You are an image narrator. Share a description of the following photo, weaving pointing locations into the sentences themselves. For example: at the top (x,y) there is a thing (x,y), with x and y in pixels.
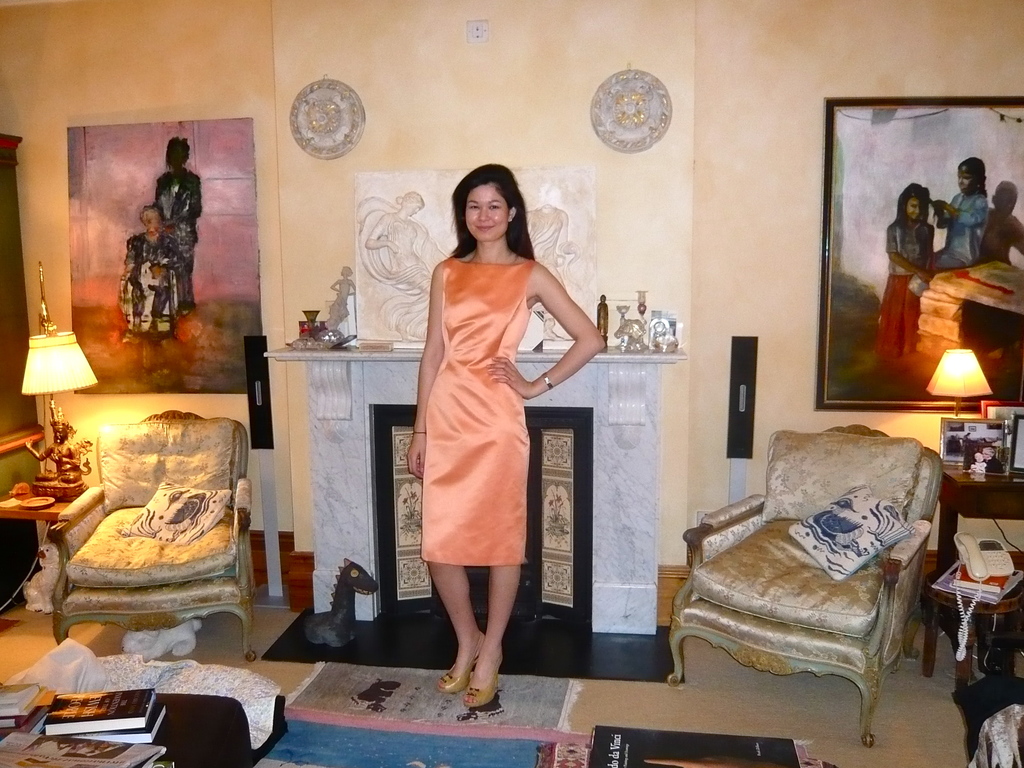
There is a woman (451,418). she is standing. there is a chair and table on the right side (794,582). There is a lamp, books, telephone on a table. There is a another chair (150,544) and another table (60,501) on the left side (98,546). There is a books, lamp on a table (57,516). There is a fireplace (628,391) in the center (542,404). there is a toys (673,346) on a fireplace (542,404). We can see in the background (159,328) photo frames (183,382), shield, wall (553,99).
